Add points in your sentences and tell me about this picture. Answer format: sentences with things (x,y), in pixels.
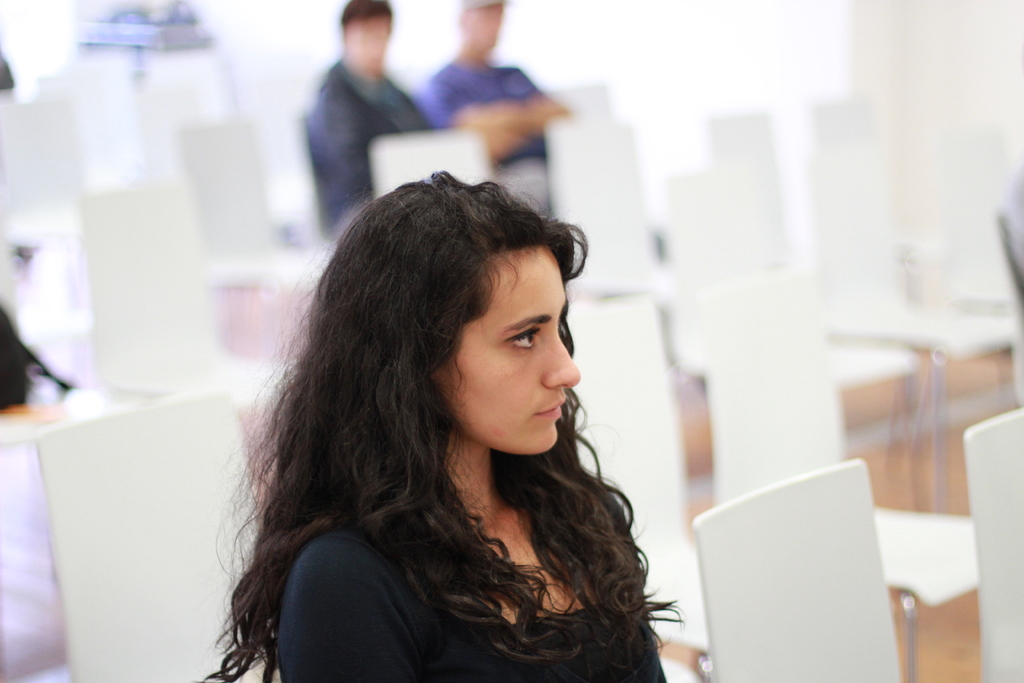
In this image there are a few people (493,497) sitting on the chairs (601,94). In the background of the image (661,77) there is a wall (735,28).
